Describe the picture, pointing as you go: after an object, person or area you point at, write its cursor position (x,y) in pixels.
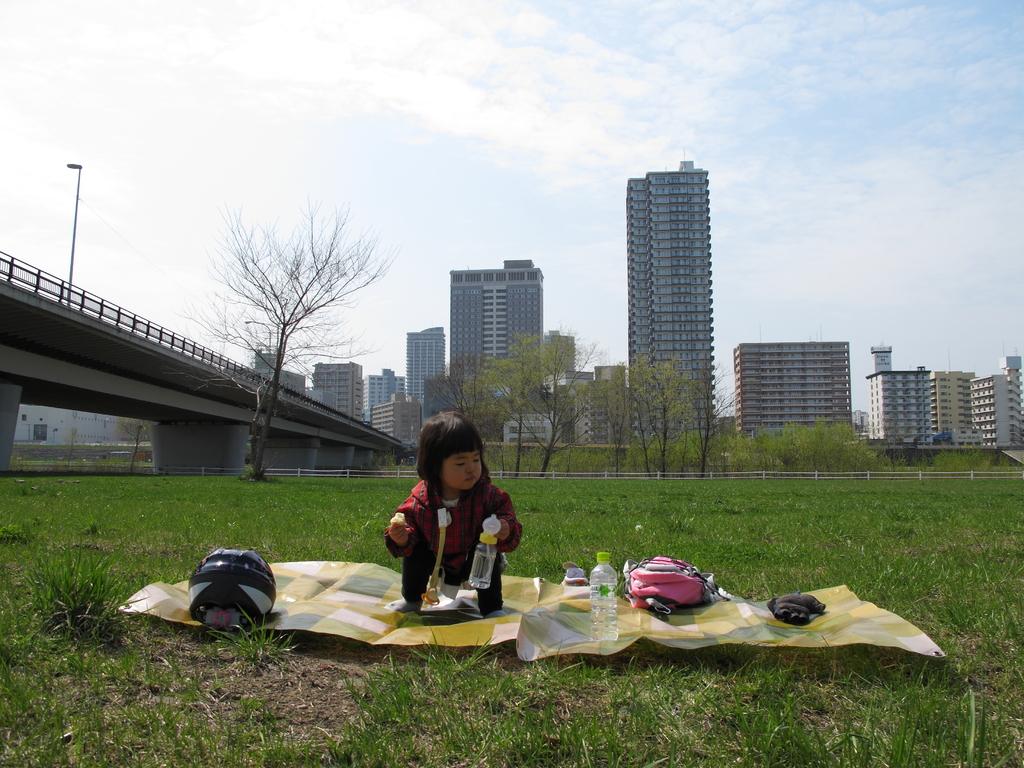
In the foreground of the picture (632,538) there are grass (72,614), mat (502,634), bottle (592,603), bag (648,588), helmet (265,593) and a kid (460,544) holding water bottle (479,559). In the center of the picture (553,442) there are trees (632,428), fencing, buildings (380,413), bridge (74,376) and a street light (69,289). It is sunny.
